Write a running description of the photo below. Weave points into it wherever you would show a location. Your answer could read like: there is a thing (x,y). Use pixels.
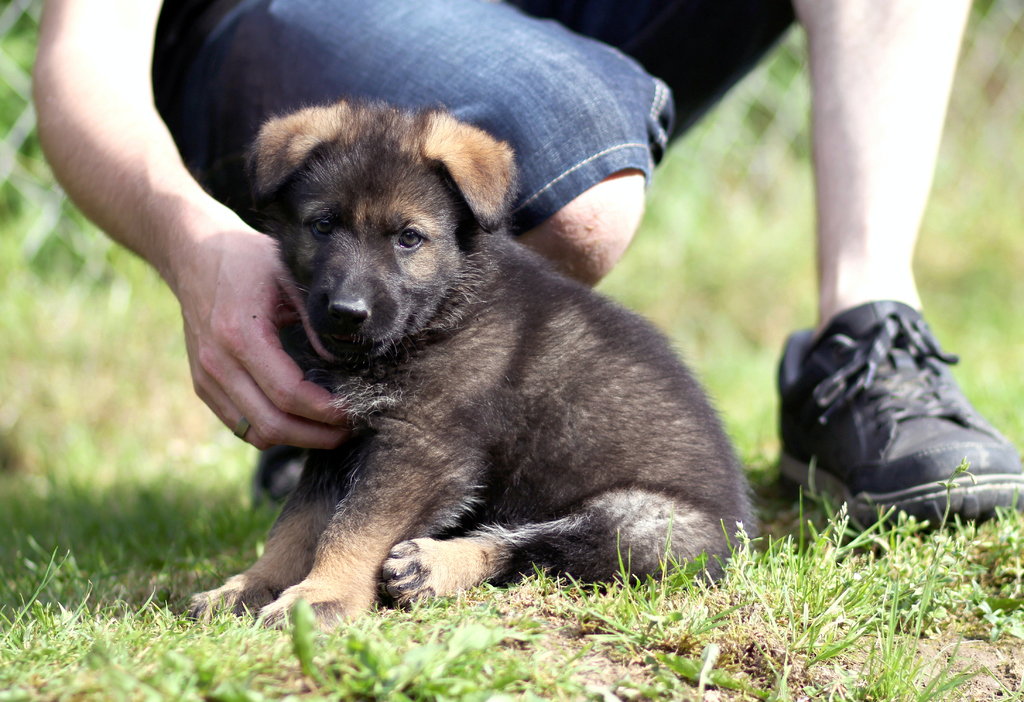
In this picture we can see a puppy (530,427) is sitting on the grass path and a person (108,96) is in squat position. Behind the person (558,73) there is a blurred background (999,55).
